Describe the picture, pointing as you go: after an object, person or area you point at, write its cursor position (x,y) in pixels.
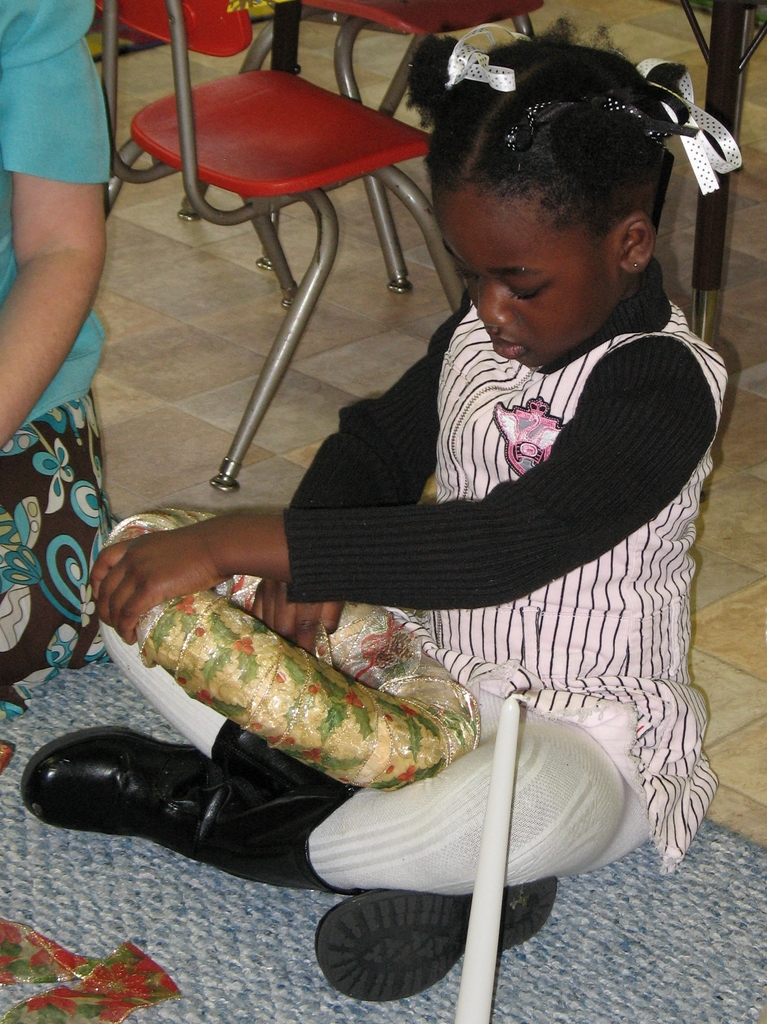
The picture is taken in a room (384,318). In the center of the picture (502,472) there is a girl (483,723) sitting on the mat (595,996), she is holding an object (314,682). Beside her there is another person (28,368) sitting. In the background (284,143) there are chairs (269,381).
